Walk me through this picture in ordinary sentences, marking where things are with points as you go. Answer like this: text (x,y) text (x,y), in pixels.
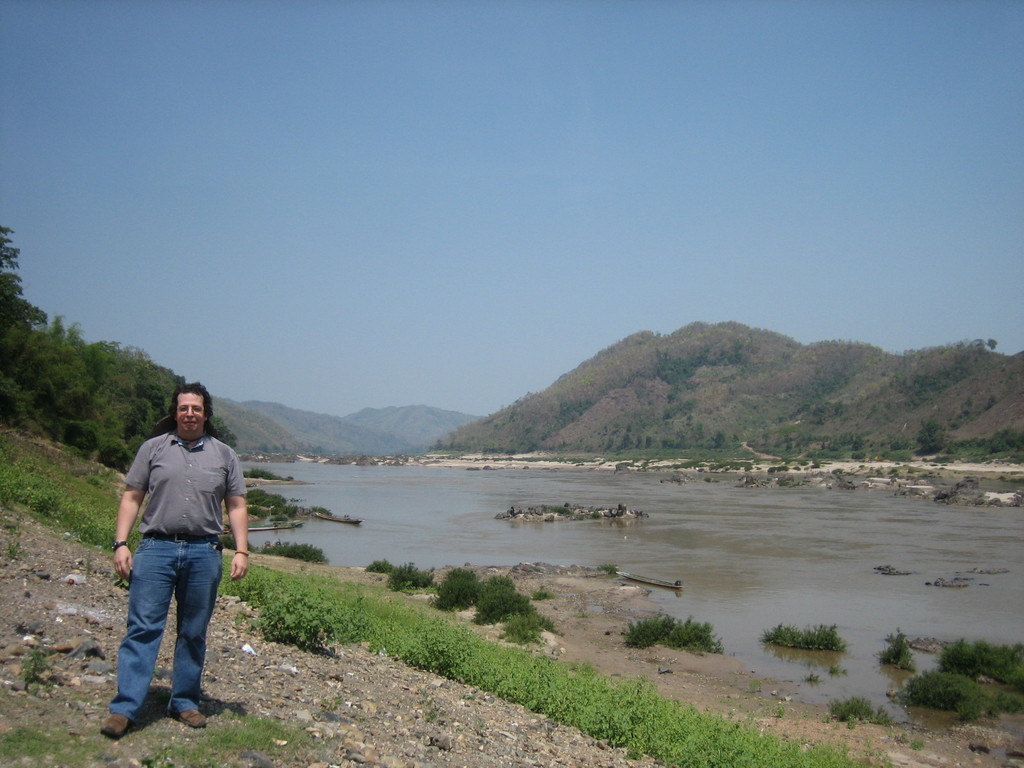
On the left side (208,487) there is a man (157,560) standing. Near to him there are trees (110,400). On the ground (500,664) there are plants (496,661). In the back (481,515) there is a river (658,519), hills (555,446) and sky (508,231).
